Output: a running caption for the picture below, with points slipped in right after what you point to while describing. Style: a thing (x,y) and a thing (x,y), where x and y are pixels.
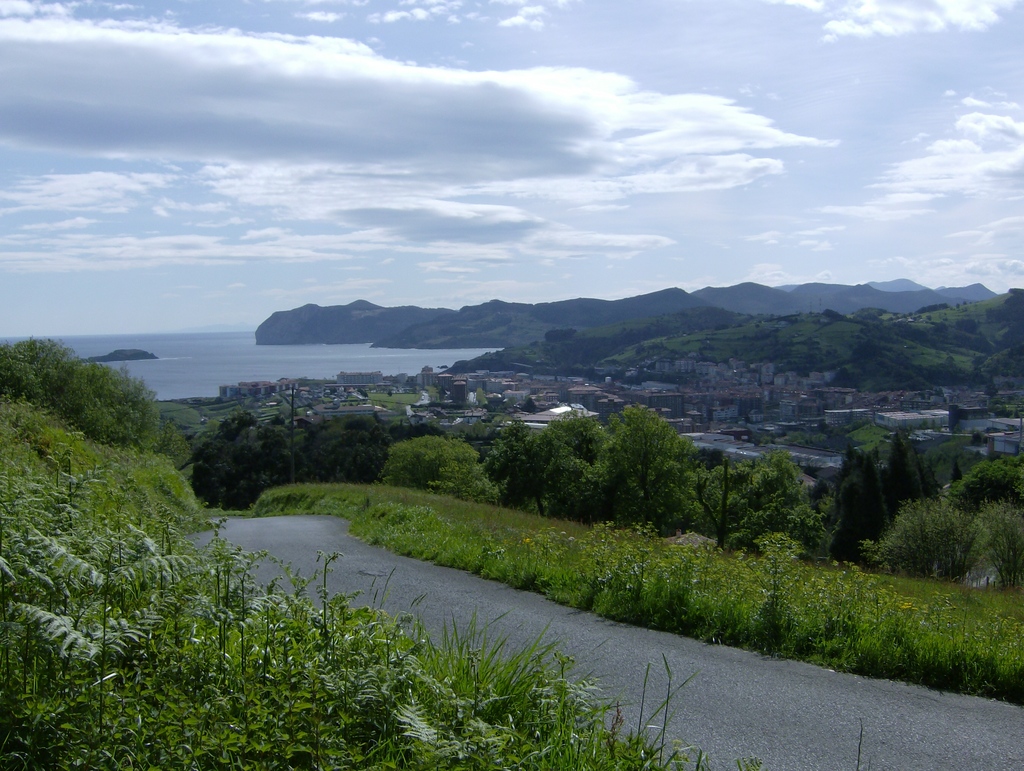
In this image we can see a sea (232,362). There are many hills (653,305) in the image There are many trees (888,557) and plants (618,582) in the image. There is a road (562,629) in the image. There are many houses (586,403) and buildings (704,403) in the image.
